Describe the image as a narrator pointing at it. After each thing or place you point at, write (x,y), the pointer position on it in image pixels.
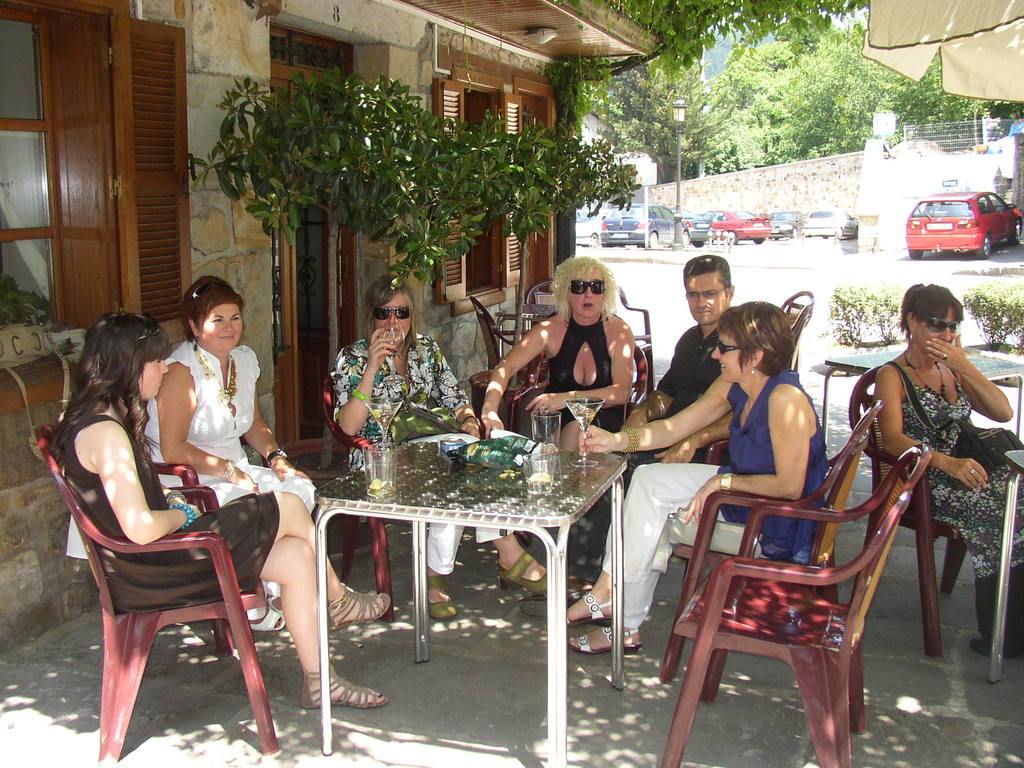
People (550,359) are sitting on the chair (791,597) near the table (519,492) and on the table (488,480) glass (533,474) is present, in the back (951,234) we are having vehicles (931,232), tree (775,120) and the house (489,51).
